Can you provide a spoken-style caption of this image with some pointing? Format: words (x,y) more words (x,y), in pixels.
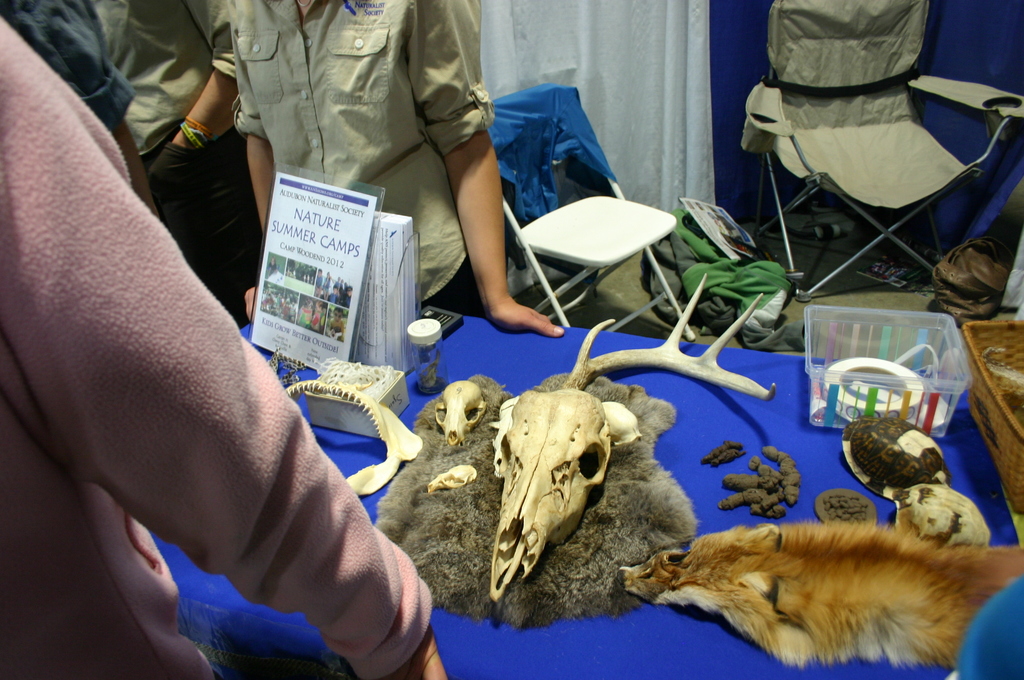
In this picture I can see there are some skulls (523,427) on the table (533,361) and in the backdrop (224,259) there are some people (217,159) standing and there are chairs (648,217).
